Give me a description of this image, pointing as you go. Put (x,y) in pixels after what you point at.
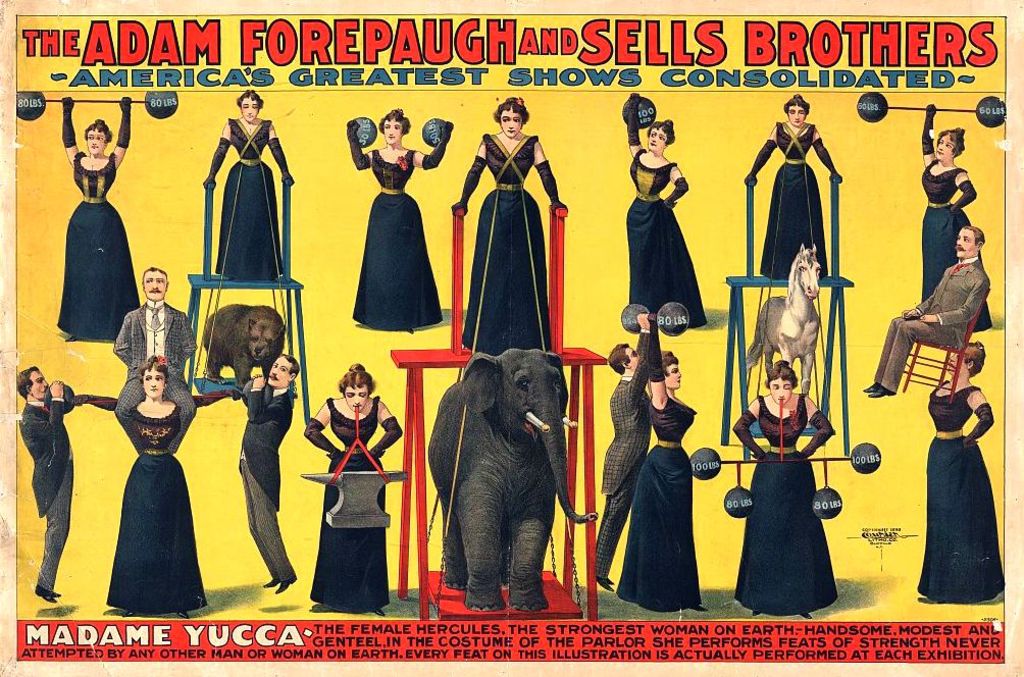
In this given picture, We can see an image of three animals (250,322) which include with an elephant (519,394) after that, We can see a couple of people (665,171) doing gymnastics, holding few objects (918,107) and towards the right (933,340), We can see a person (949,315) sitting in chair (917,353) towards the left (95,398), We can see a picture of a person (153,392) holding three persons (256,390).
